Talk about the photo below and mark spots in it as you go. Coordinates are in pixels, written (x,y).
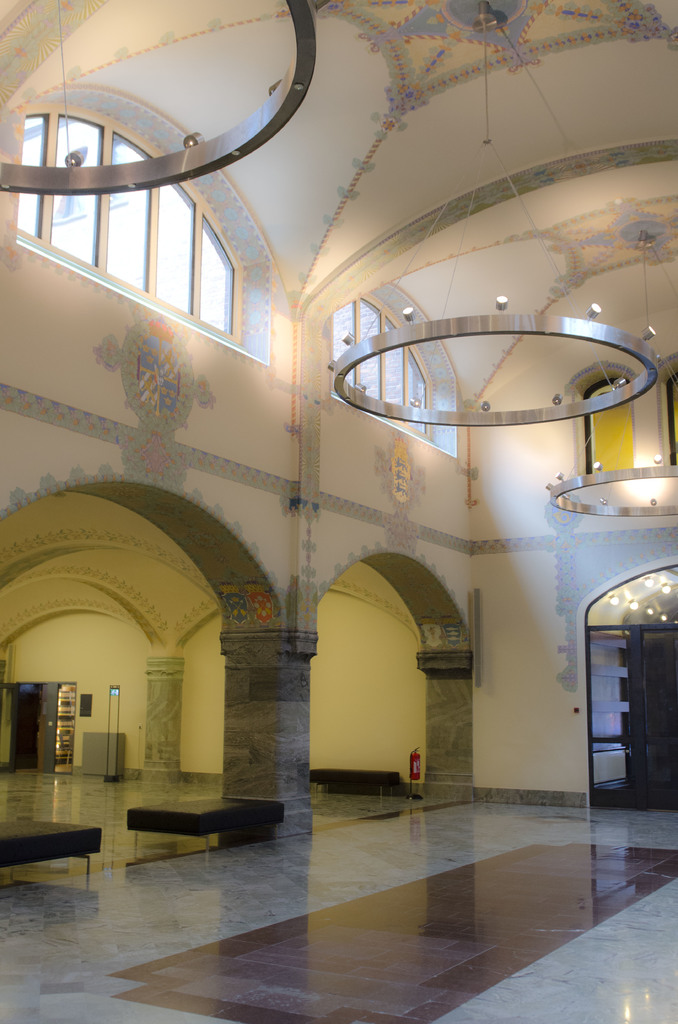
In this picture we can see an inside view of a building (442,693), we can see a pillar (442,693) at the bottom (459,694), there are some lights (200,176) in the middle (432,412), in the background (124,638) there is a wall (94,627), we can also see a fire extinguisher (417,769) and couches (200,830) at the bottom (225,823).
